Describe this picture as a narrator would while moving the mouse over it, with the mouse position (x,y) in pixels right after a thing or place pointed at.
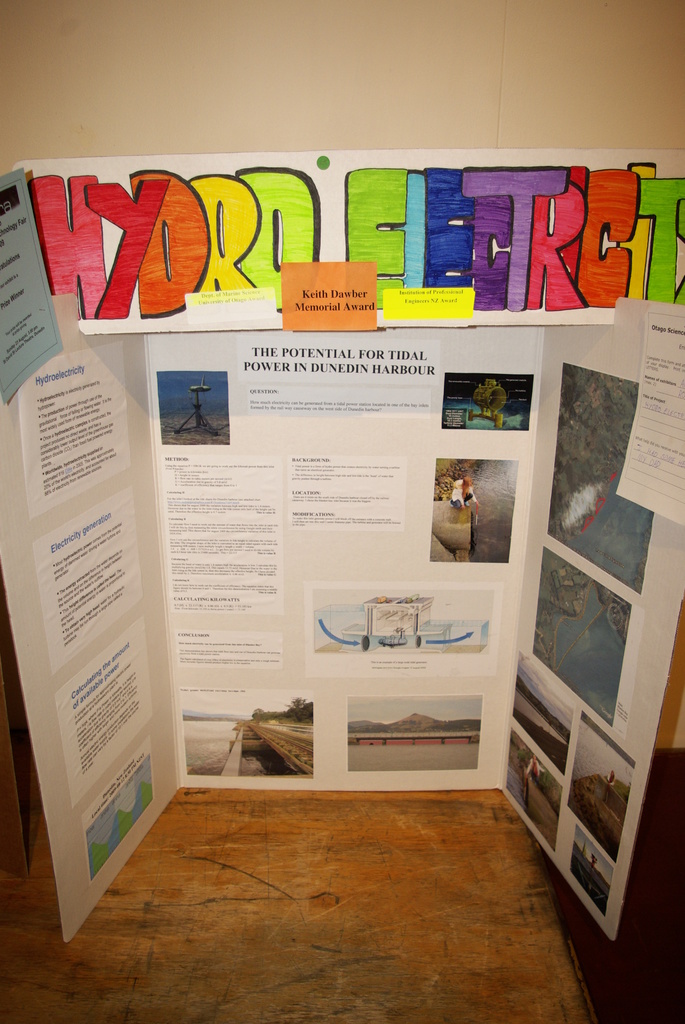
In the foreground of this image (383,433), there are few posters (379,614) on a white sheet (559,377) which is placed on a wooden surface (332,907). We can also see a board (348,218) at the top (377,187). In the background (402,56), there is a wall (382,74).
